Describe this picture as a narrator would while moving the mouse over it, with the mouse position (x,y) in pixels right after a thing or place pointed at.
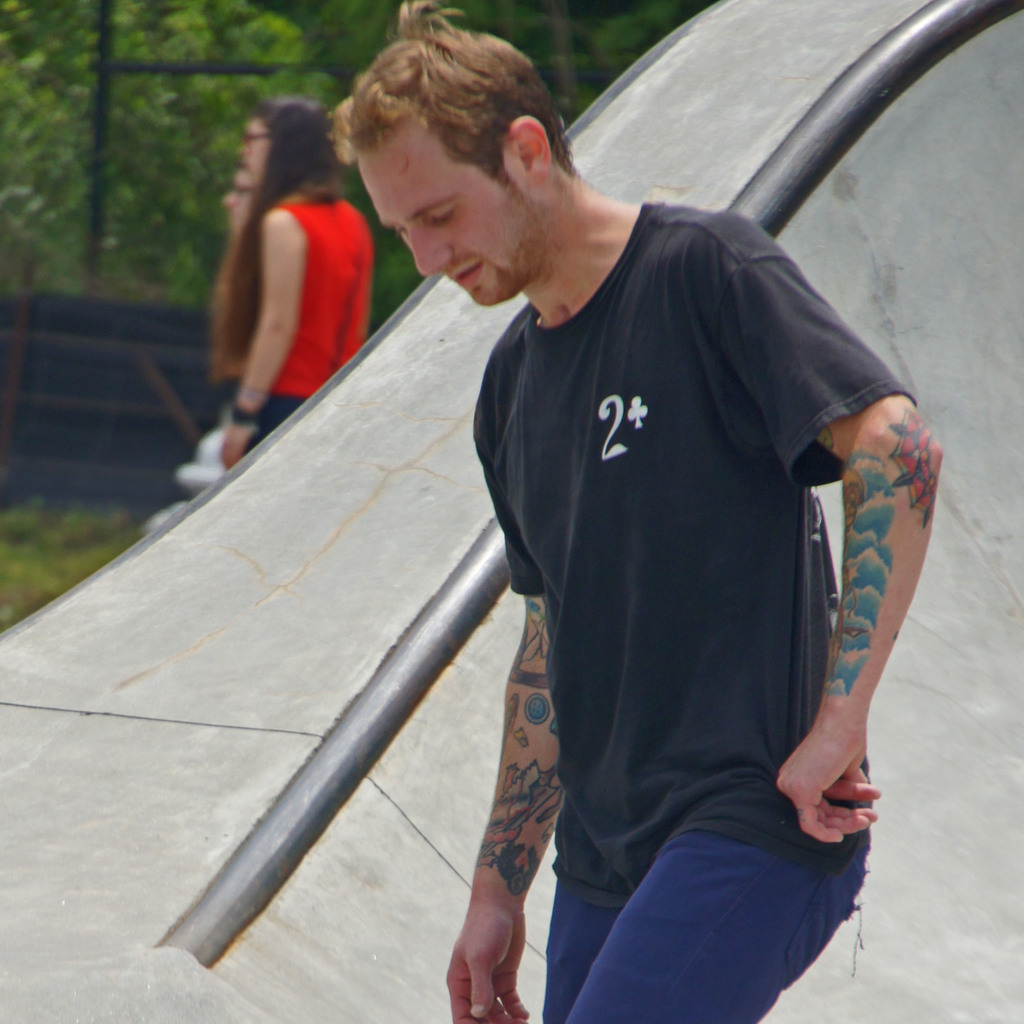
In this image at front (649,651) there is a person (577,519). Behind him there is a wall (286,582). At the backside of the wall (365,360) there are two other persons (245,326) standing on the surface of the grass (71,533). At the background (202,257) there are trees (183,128).
